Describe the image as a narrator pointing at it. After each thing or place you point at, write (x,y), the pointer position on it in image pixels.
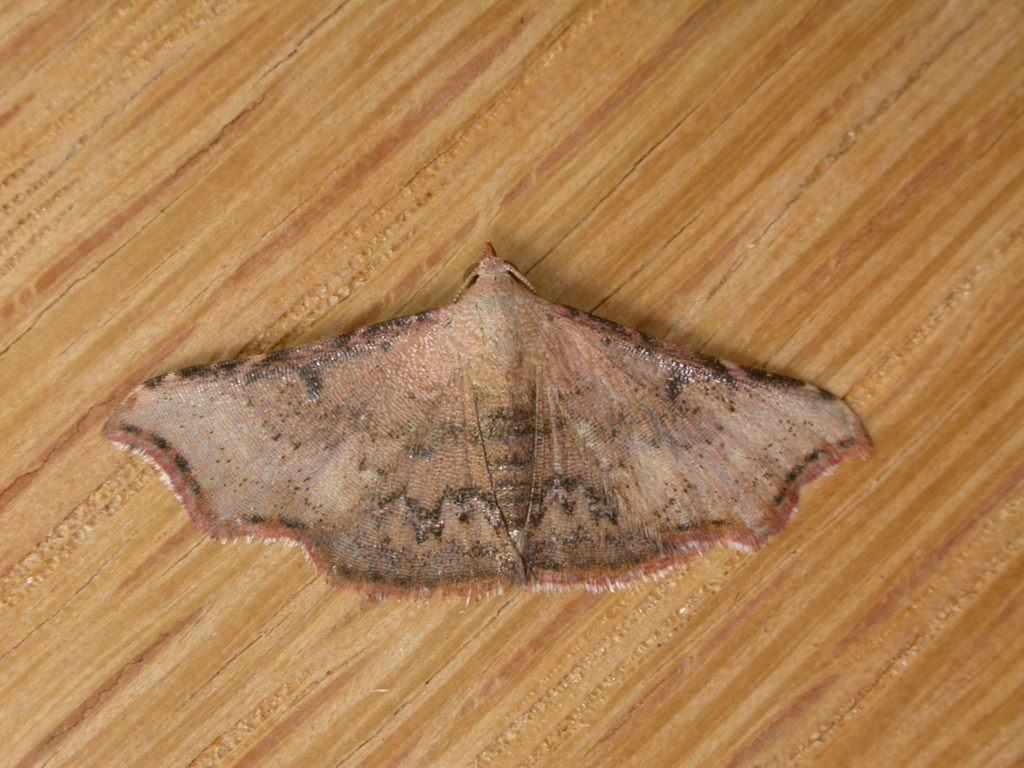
In this picture I can observe an insect (522,431). This is in brown color. This insect (448,424) on the brown color surface (344,253).
